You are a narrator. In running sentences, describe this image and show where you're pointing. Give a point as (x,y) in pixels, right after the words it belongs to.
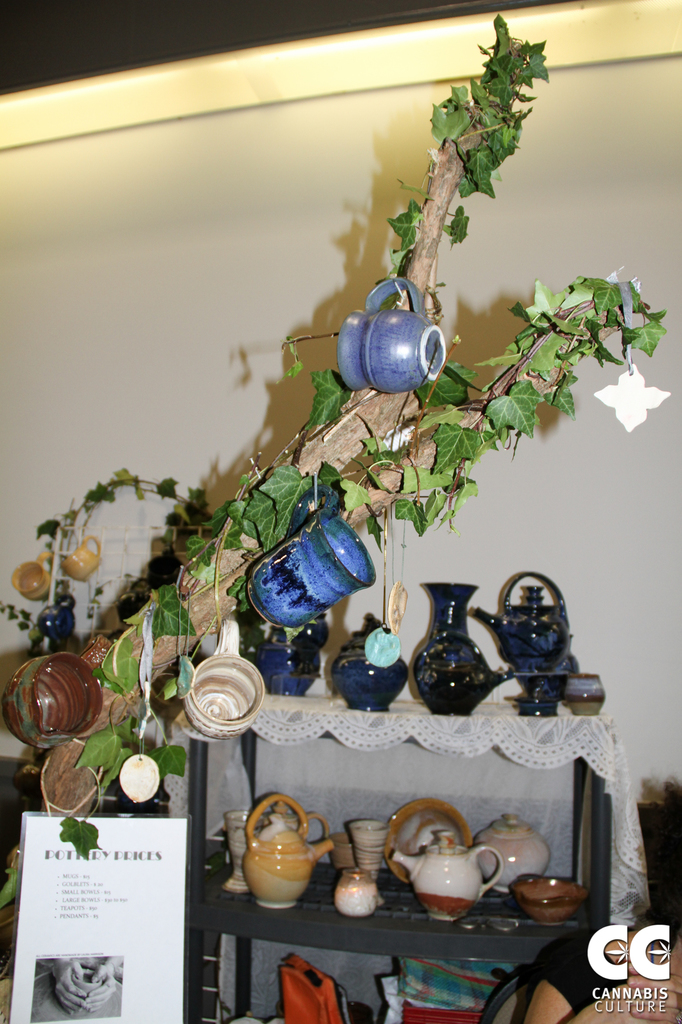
In this image in the center (306,663) there is one table (413,787), on the table (448,953) there is a cloth (223,783) and some pots (543,677) and under the table (393,951) there are some pots (433,898). On the right side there is one person's head (660,923) is visible, and on the left side (113,912) there is one board (97,943). On the board (97,943) there is text (75,902) and there is a branch (57,771) of a tree (387,420), on the tree (65,781) there are some pots (413,310). And in the background (174,393) there are some plants (354,505), objects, wall (521,300) and light (251,69).
